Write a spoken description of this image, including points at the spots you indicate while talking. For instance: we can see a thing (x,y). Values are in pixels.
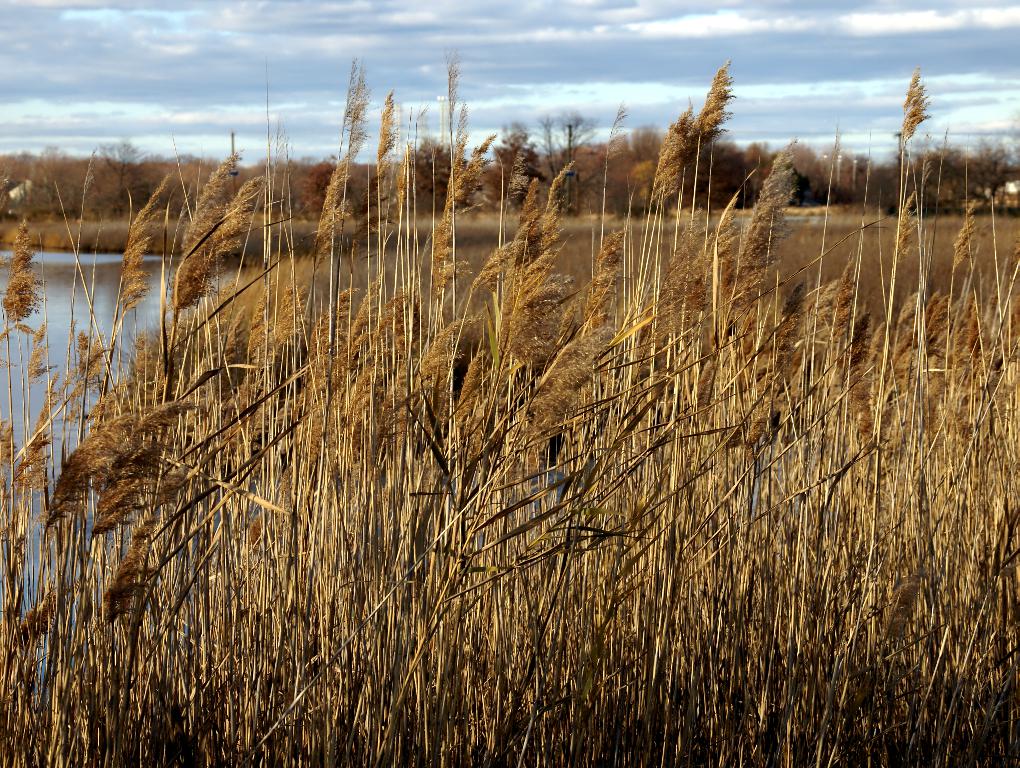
This picture shows grass (791,539) on the ground (862,296) and we see trees (418,171) and water (72,363) and a blue cloudy sky (451,36).
